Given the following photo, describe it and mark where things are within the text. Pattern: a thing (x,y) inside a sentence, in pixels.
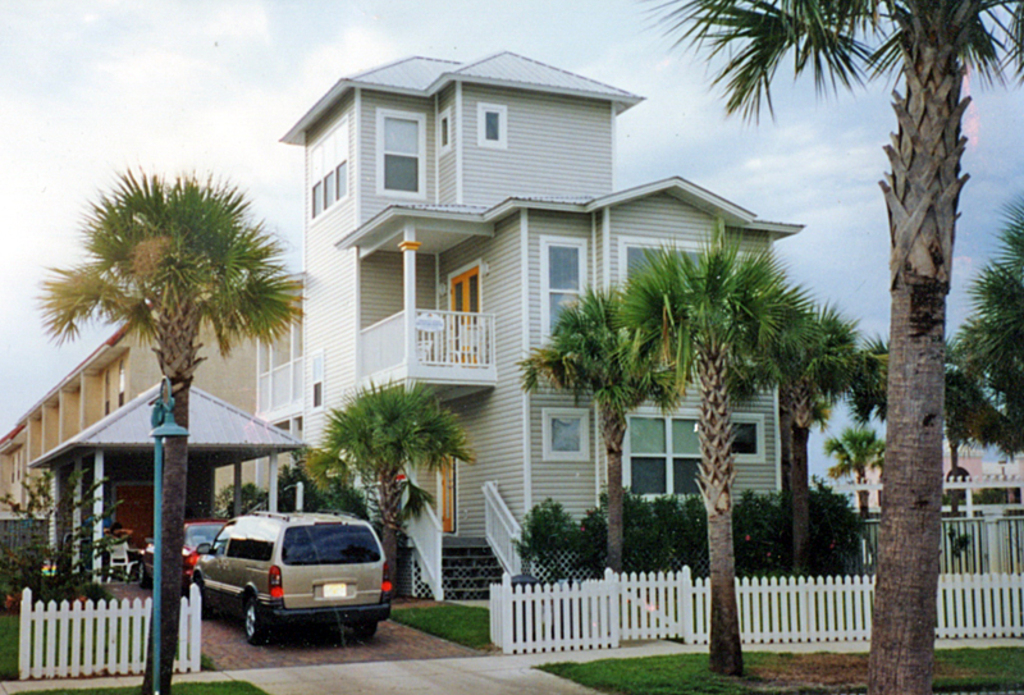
This is an outside view. In the middle of the image (393,334) there are few buildings (289,344). In the foreground (170,327) there are some trees (357,455). In front of this building (556,489) there are some plants (629,532) and also there is a fencing (626,614). On the left side (231,426) there is a shed (116,442). Under the shed (128,438) a person (127,528) is sitting on a chair (122,556) and there are two cars (217,558). At the bottom (624,682), I can see the grass (670,679) on the ground (791,675). At the top of the image (260,56) I can see the sky (392,46).
